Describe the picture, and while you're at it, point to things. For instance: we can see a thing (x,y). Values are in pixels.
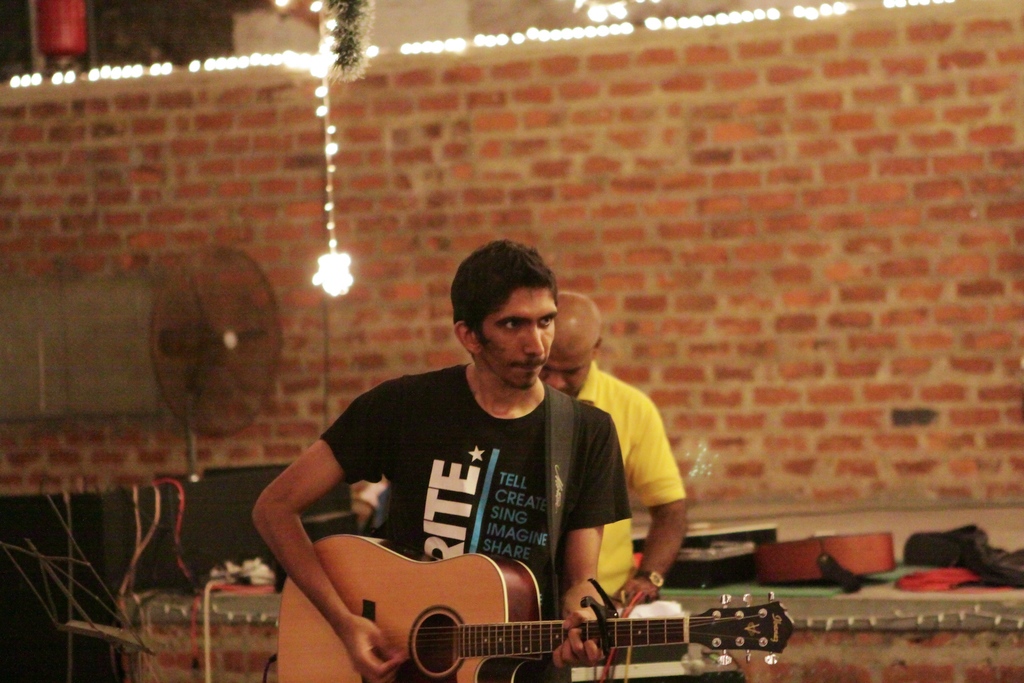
In this image a man (450,433) wearing black t-shirt (440,419) is playing guitar (390,602). Behind him another person (642,439) is standing. On the stage (669,586) there are many instruments (795,555). There is a stand fan (201,357) here. In the background (218,218) there is wall (458,147) and lights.
